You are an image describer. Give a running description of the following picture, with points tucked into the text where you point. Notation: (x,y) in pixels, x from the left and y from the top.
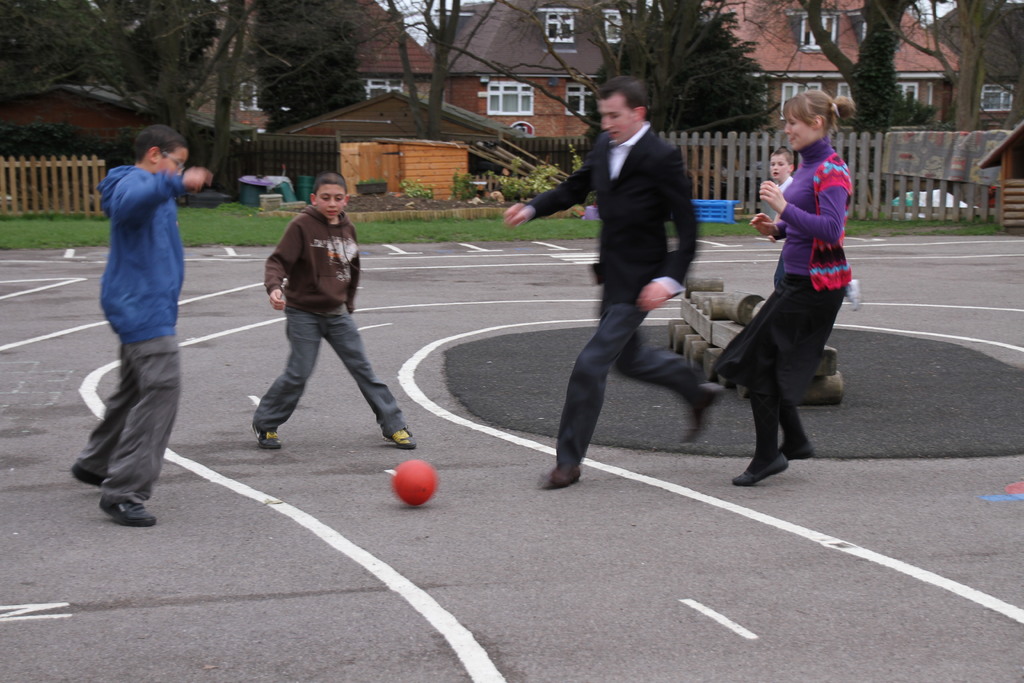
In this picture I can see there are few people (619,197) playing foot ball (435,473) and there is a woman (771,298) on to right side (782,383), she is wearing a purple sweater (824,221) and there is a man (619,172) next to her, he is wearing a blazer (611,184) and the kids (340,273) next to the man (631,158) and they are wearing hoodies (143,263). In the backdrop (398,169) there is grass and there are buildings (376,135) and trees (721,104).
